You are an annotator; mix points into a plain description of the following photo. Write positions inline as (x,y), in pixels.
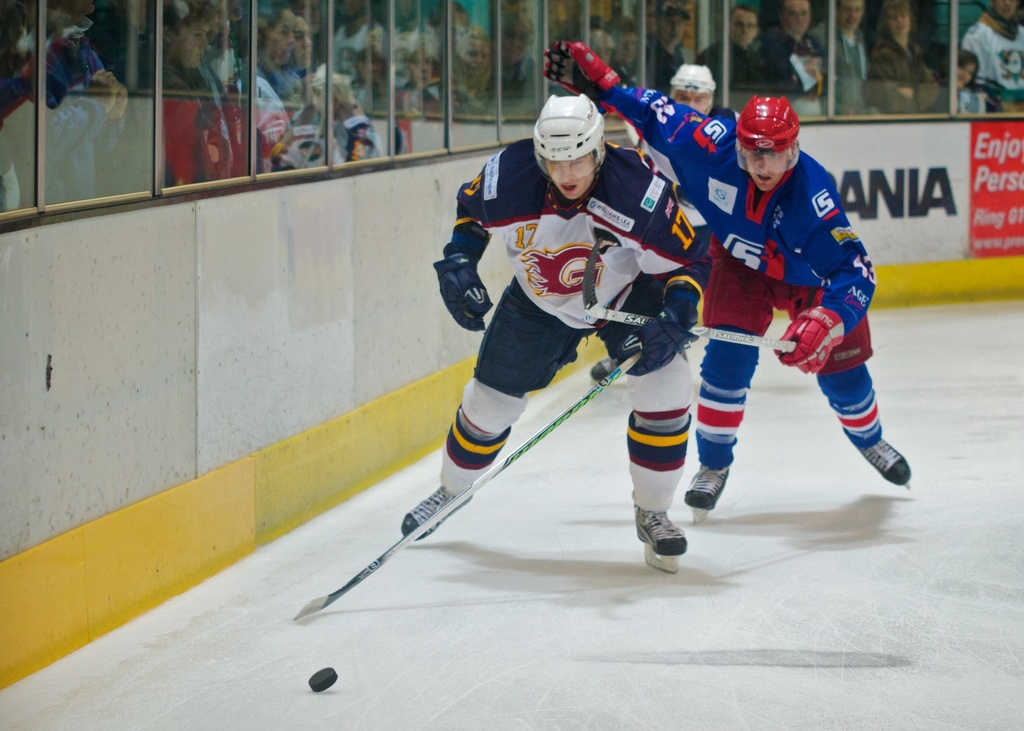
This picture seems to be clicked inside. In the middle (682,287) we can see the three persons (734,217) wearing helmets (584,139) and skating on the ice skates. In the background (368,198) we can see the wall (1000,188), text (1000,190) on the wall (970,215) and group of persons (468,71).
